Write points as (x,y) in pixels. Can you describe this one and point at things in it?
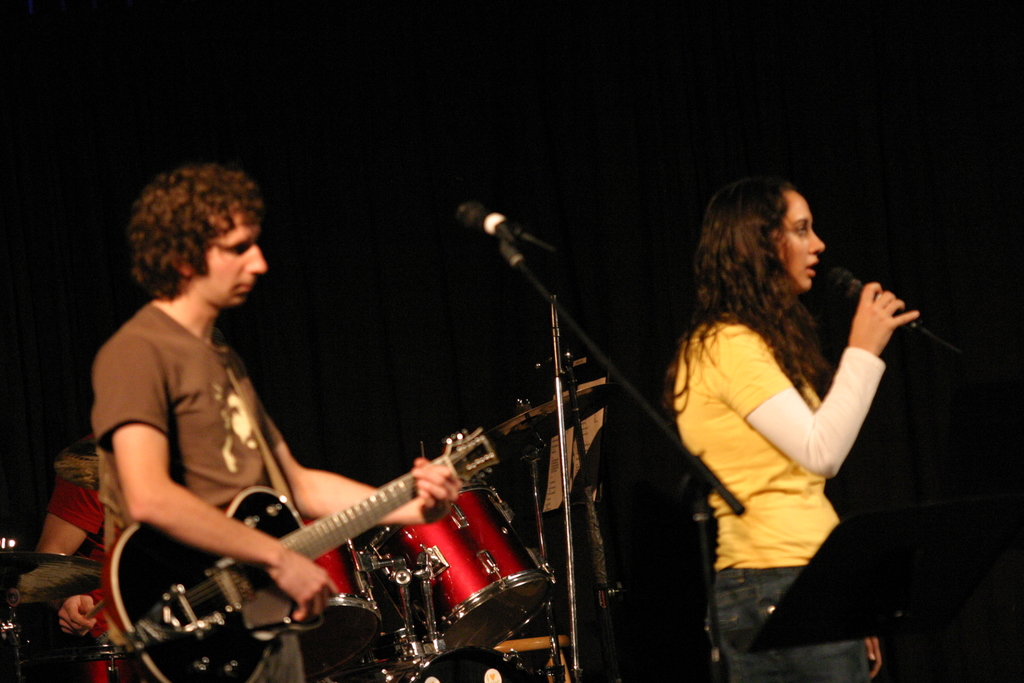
In the image the two persons (694,312) one of the lady (741,385) she is singing and the left side person (236,440) is playing guitar (205,585). And back of them is some musical instruments (464,500).
